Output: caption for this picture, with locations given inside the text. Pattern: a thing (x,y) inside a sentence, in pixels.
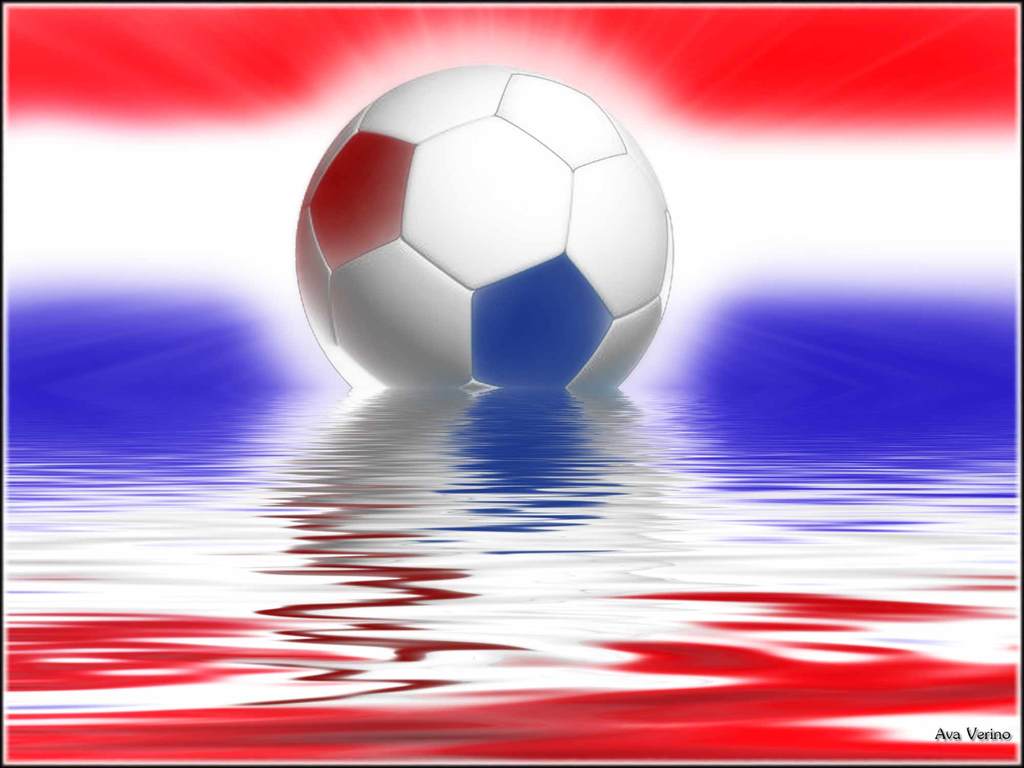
In this picture we can see a ball (642,316) on a surface (527,393) and in the background (783,326) we can see it is different colors, in the bottom right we can see some text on it.
